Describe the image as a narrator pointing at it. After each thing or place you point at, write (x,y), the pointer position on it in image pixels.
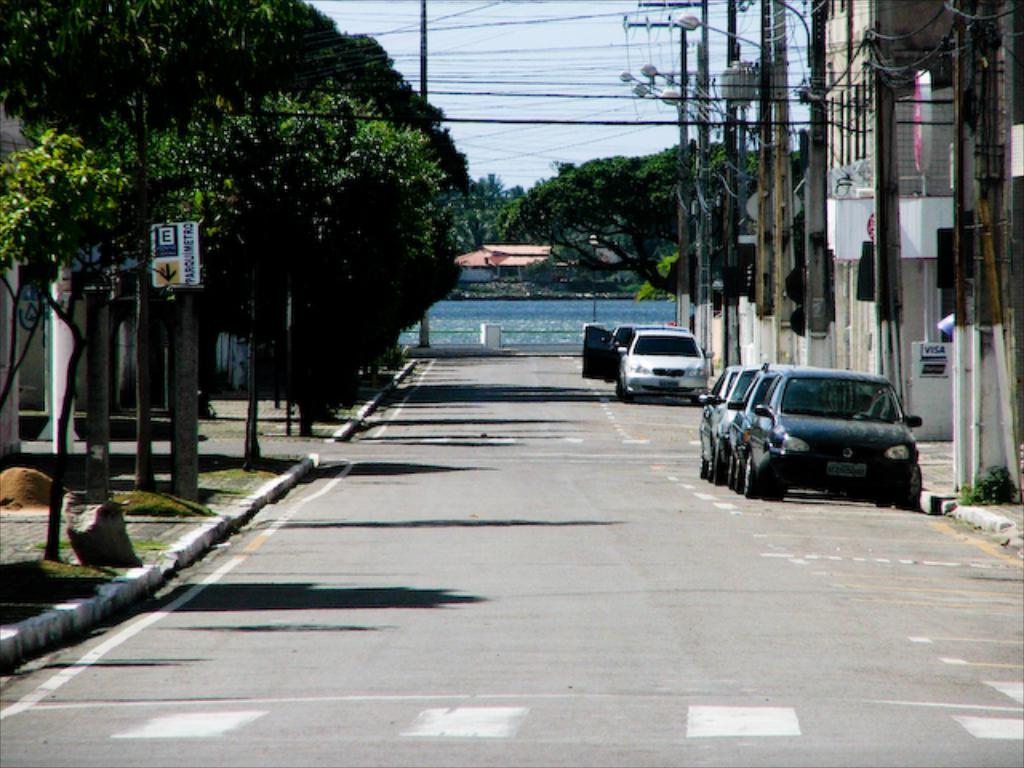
This picture is clicked outside the city. At the bottom (625,672), we see the road (689,623). On the right side (700,332), we see the electric pole (772,198), street lights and trees (668,195). We even see the buildings (856,110). On the left side (307,177), we see the poles (181,378) and trees (164,216). We see a board (156,236) in white color with some text (187,266) written on it. We even see the sand heap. In the background (534,315), we see water (486,316) and this water (517,319) might be in the canal (519,311). There are trees (552,227) and a building (520,260) in the background (508,244). At the top (517,47), we see the sky (517,47) and the wires (490,67).
